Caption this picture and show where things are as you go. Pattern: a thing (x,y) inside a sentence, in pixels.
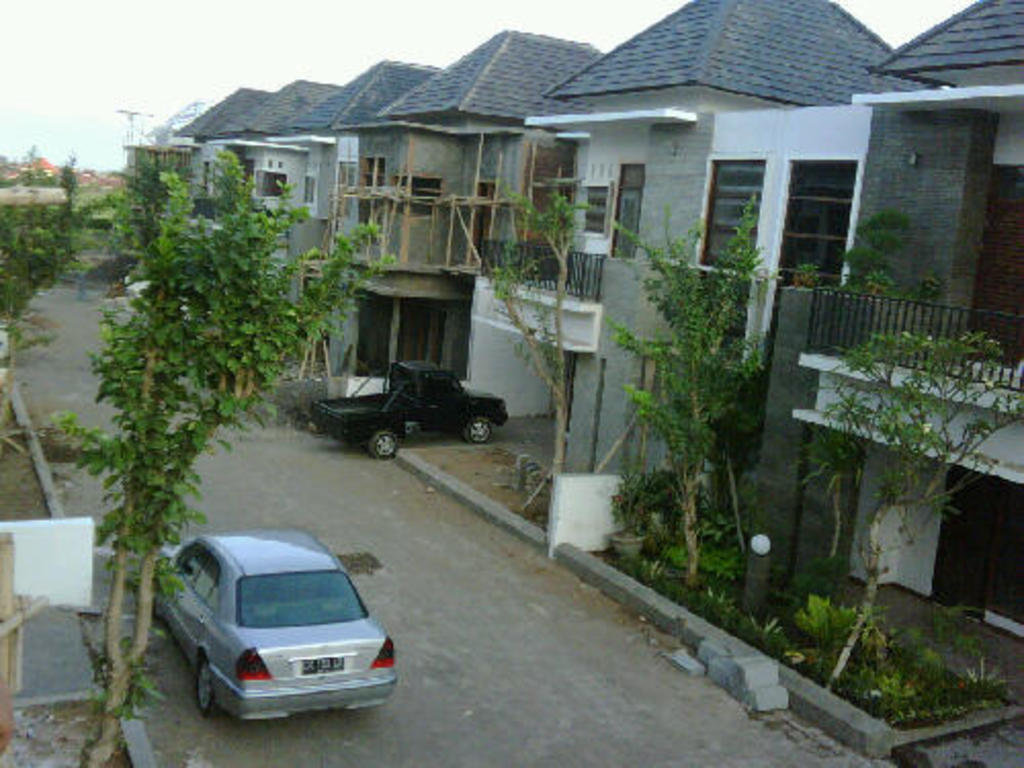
In this image we can see houses (622,364), trees (742,392), cars (260,597) on the road (395,581). At the top of the image (325,30) there is sky (203,36).
